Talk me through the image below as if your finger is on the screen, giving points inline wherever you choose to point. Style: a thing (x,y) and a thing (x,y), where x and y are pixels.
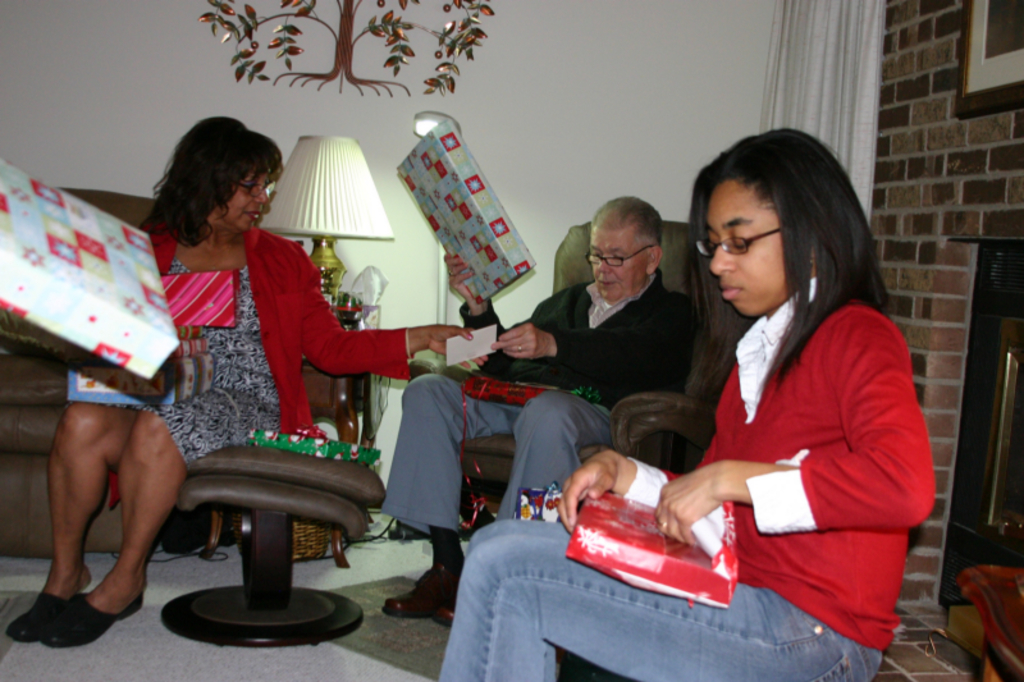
In this image I can see three people (511,496) are sitting on the chairs (621,412). They are holding something. Back I can see a lamp (339,230) and white color wall (627,69). The frame (995,55) is attached to the wall (992,196) and I can see fire place (1007,279).
